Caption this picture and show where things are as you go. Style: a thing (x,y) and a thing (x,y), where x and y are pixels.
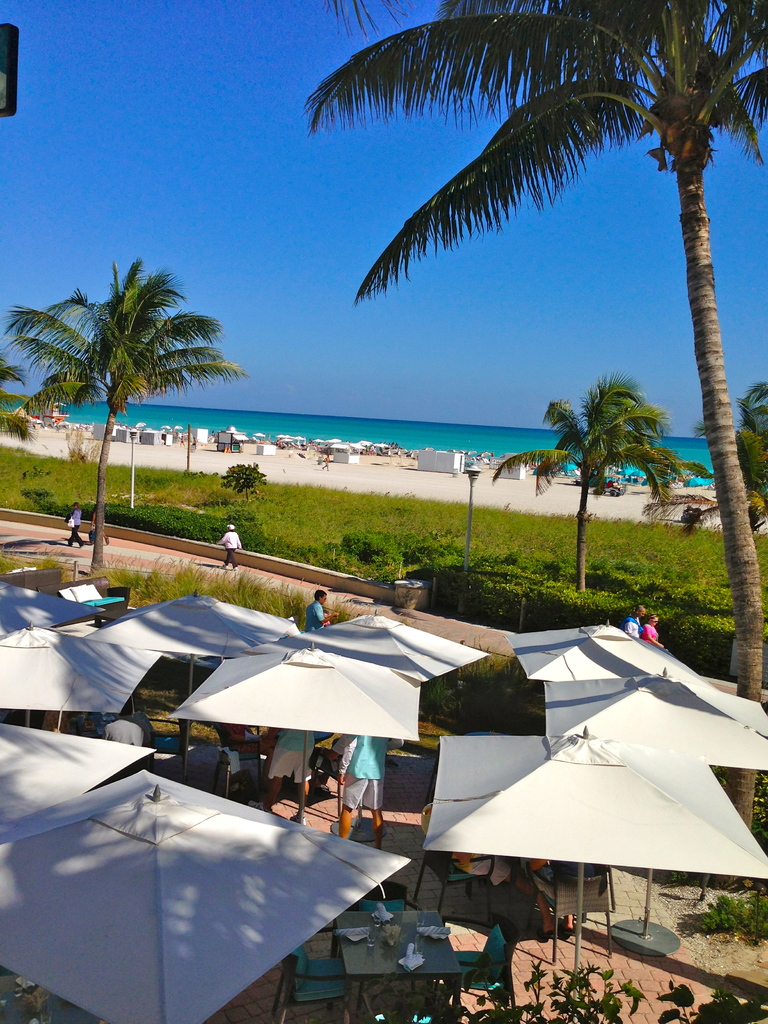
This picture is clicked outside. In the foreground (82,847) we can see the tents (338,710) and the group of people (381,750) and we can see there are some objects (387,937) placed on the top of the table (396,956) and we can see the chairs (294,985), plants (765,933), green grass (422,513), trees (697,215) and some other items (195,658). In the background (171,71) we can see the sky (323,278), water body (84,407), tents (359,445) and many other objects (308,443).
